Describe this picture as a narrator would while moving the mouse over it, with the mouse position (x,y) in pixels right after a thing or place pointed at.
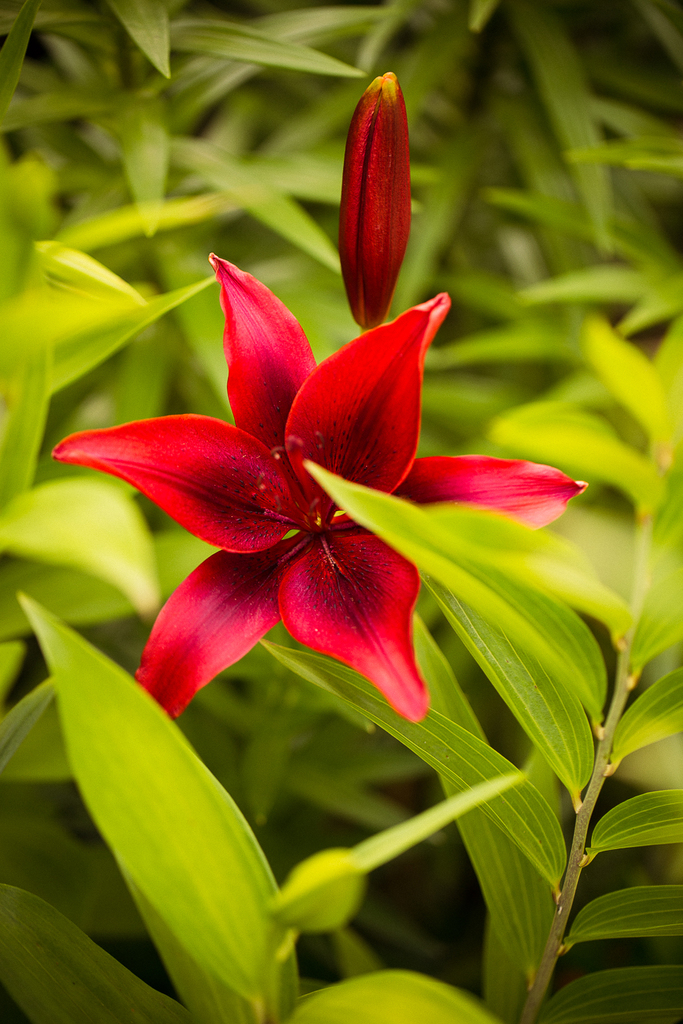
In the foreground of this image (292,395), there is a beautiful red color flower (264,455) to a plant (530,611) and the background (554,194), is covered with plants (84,861).
